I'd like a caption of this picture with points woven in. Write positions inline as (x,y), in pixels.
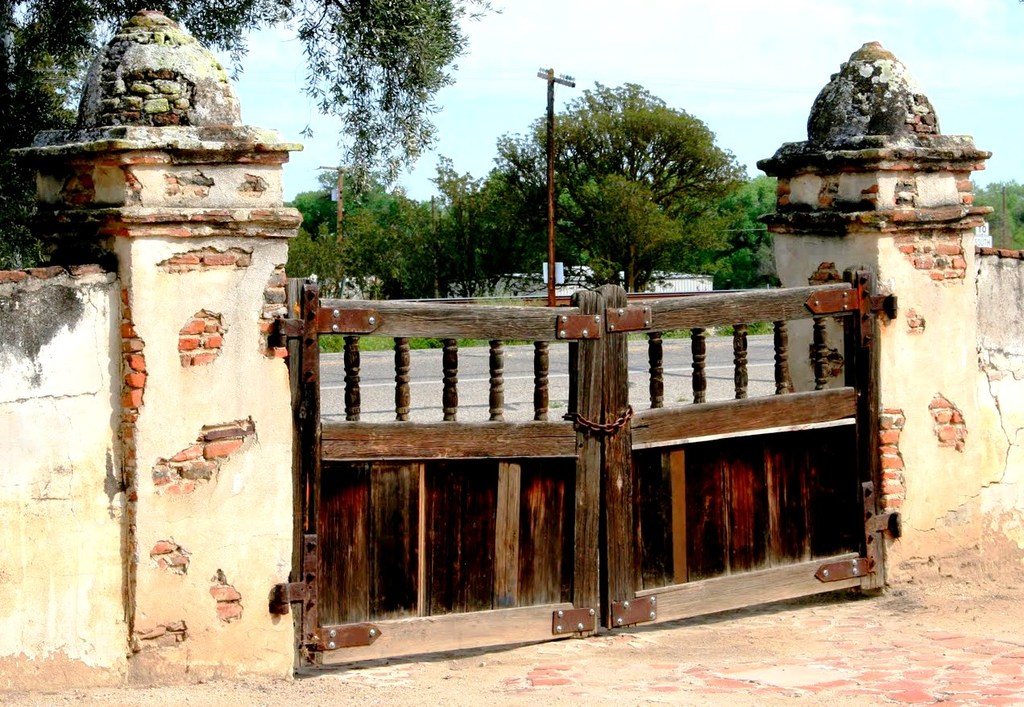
In this image we can see gate (573,406) and walls (263,259). In the background (33,20) we can see poles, trees (489,205), houses (502,290) and clouds (630,71) in the sky (1009,10).
